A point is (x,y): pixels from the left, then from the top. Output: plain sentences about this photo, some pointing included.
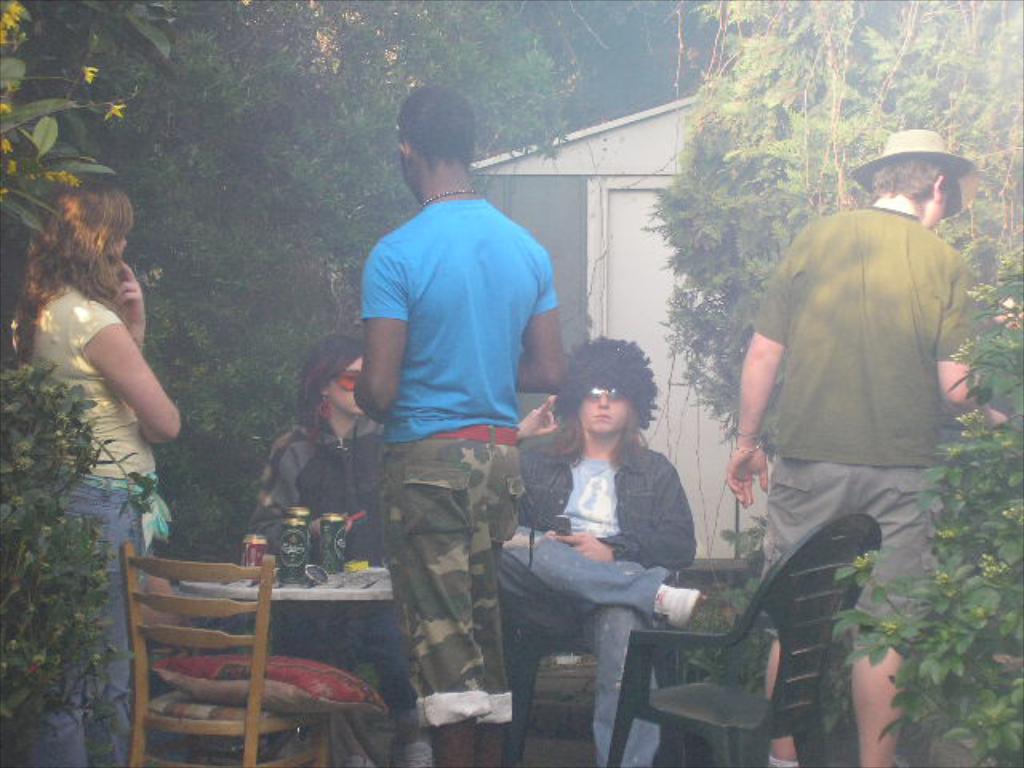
In this image we can see three people (378,395) standing and we can also see two persons (630,529) sitting on the chairs (528,664) in front of the table (387,573). We can also see a pillow (283,675). On the table (288,582) we can see the tins (332,529). In the background (237,119) we can see the trees (581,103) and also the house (612,162).
